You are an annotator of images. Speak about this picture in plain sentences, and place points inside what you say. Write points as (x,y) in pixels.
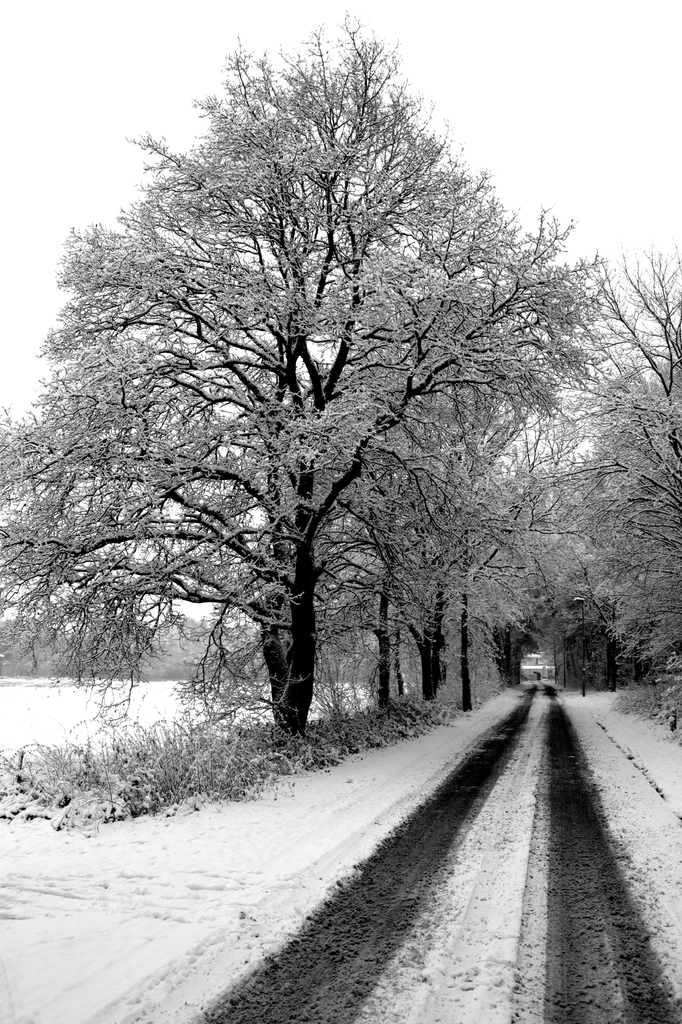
In this picture I can see there is a road (483,817) here and there is a tree (334,504) here on to the left of the road (502,767) and there are some plants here and they are also covered with snow (152,151).
